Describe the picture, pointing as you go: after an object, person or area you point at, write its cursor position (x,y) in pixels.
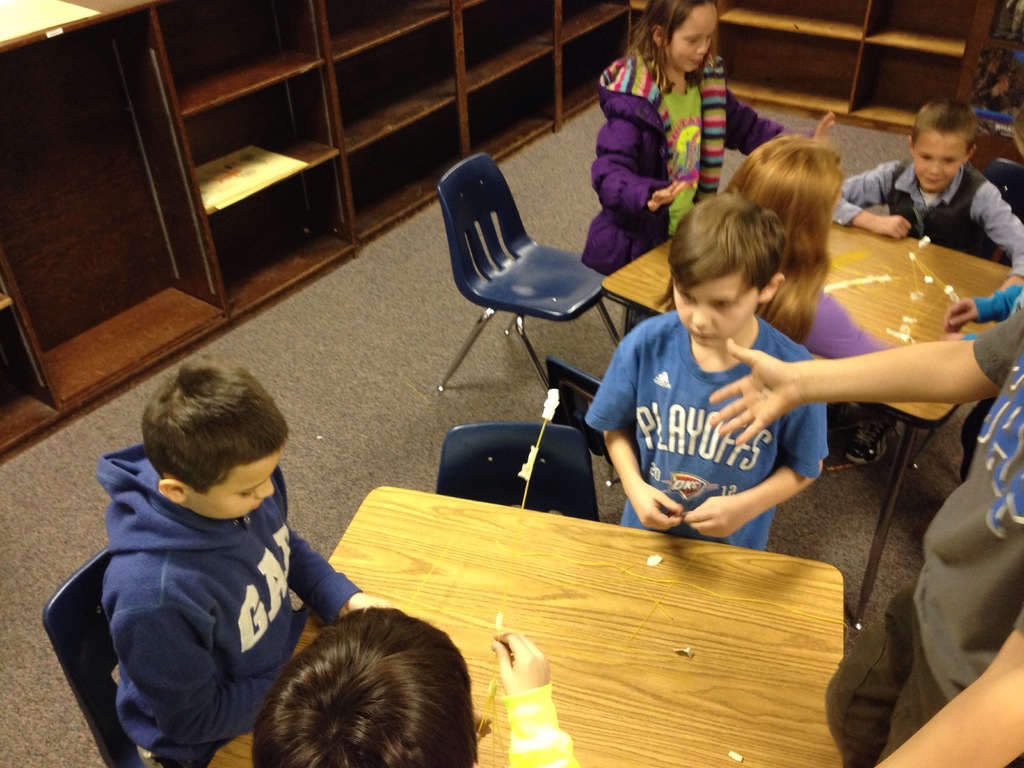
There are a few children (708,42) in this image. They are playing.
